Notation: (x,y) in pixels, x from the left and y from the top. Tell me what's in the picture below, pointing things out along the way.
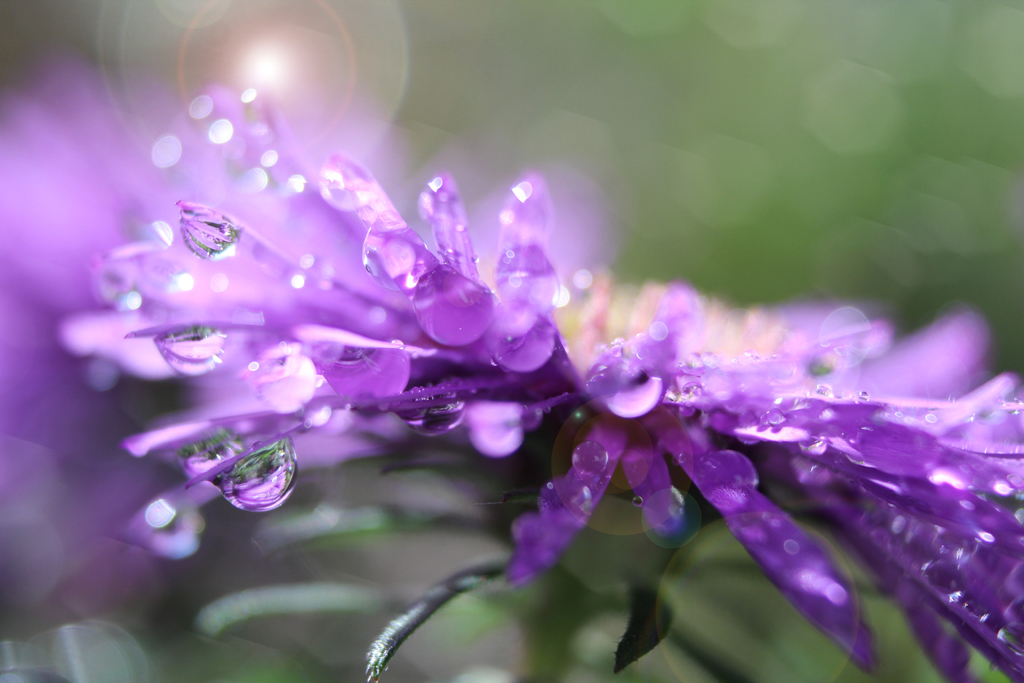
This looks like a flower (390,317), which is lavender in color. I can see water drops (267,475) to the flower (548,316). The background (489,98) looks blurry.
